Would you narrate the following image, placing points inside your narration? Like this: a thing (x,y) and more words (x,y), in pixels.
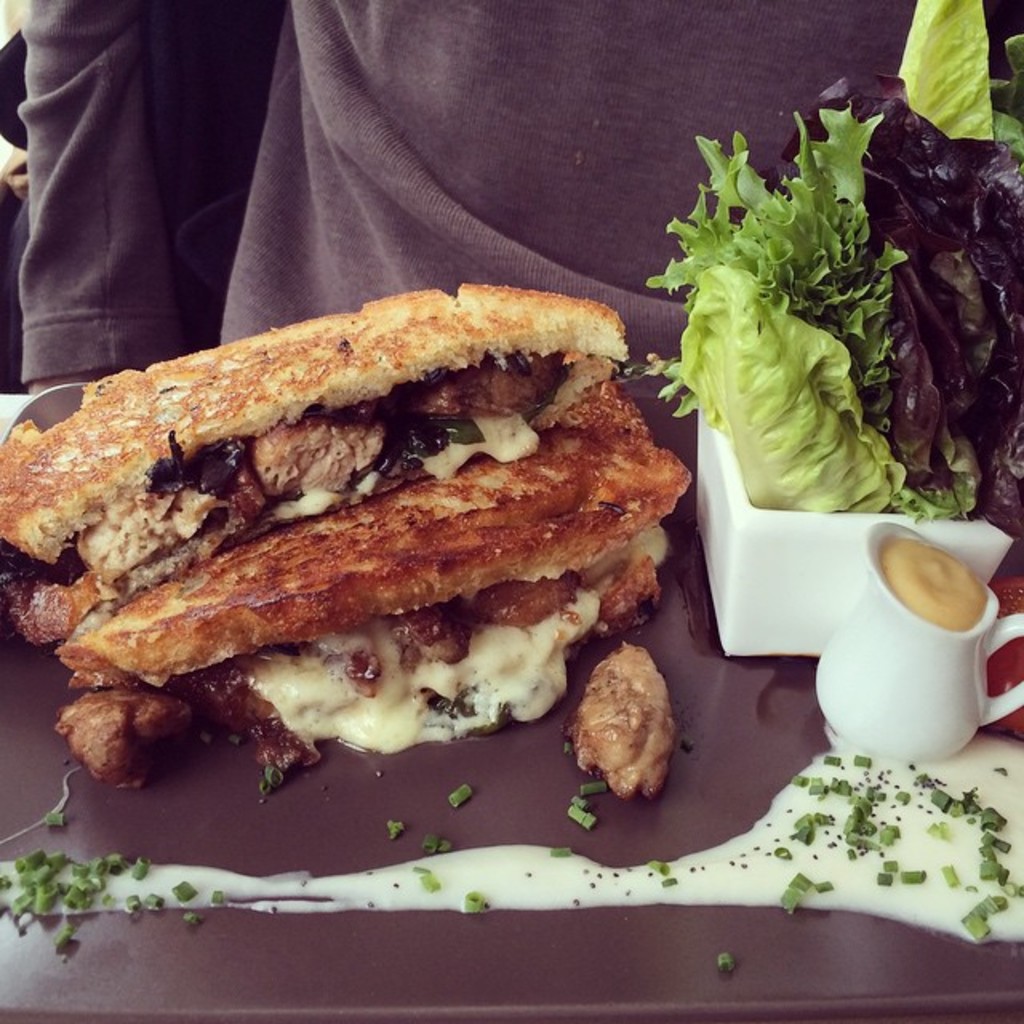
In the picture I can see the sandwich (313,617) on the plate (382,810) on the left side (256,551). I can see the green vegetables (816,375) in the ceramic bowl (844,563). I can see a ceramic cup (929,643) on the right side (877,646). In the background (521,183), I can see a person (643,183), whose face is not visible.
